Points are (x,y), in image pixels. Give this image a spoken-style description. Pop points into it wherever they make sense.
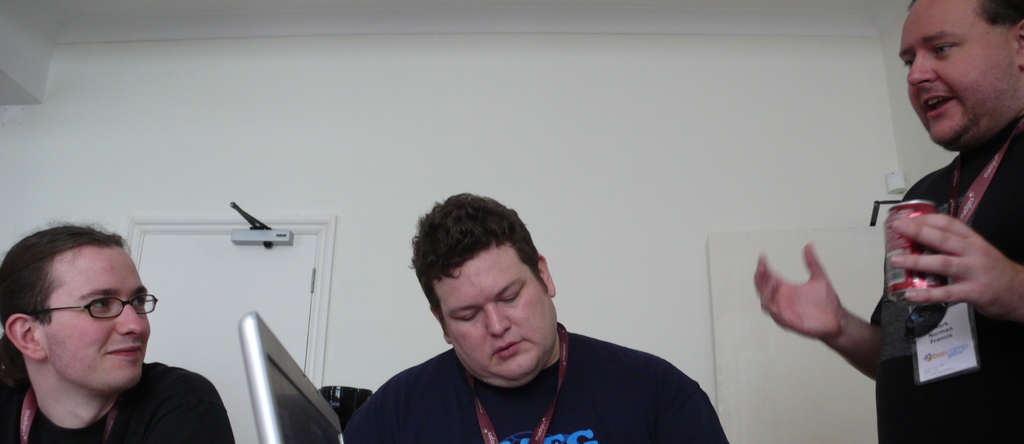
In this image I can see three people (159,399) with different color dresses (199,431). I can see these people (618,395) are wearing the identification cards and one person (886,273) holding the tin (888,235). In the background (576,146) I can see the wall (645,285) and the door (217,278).
